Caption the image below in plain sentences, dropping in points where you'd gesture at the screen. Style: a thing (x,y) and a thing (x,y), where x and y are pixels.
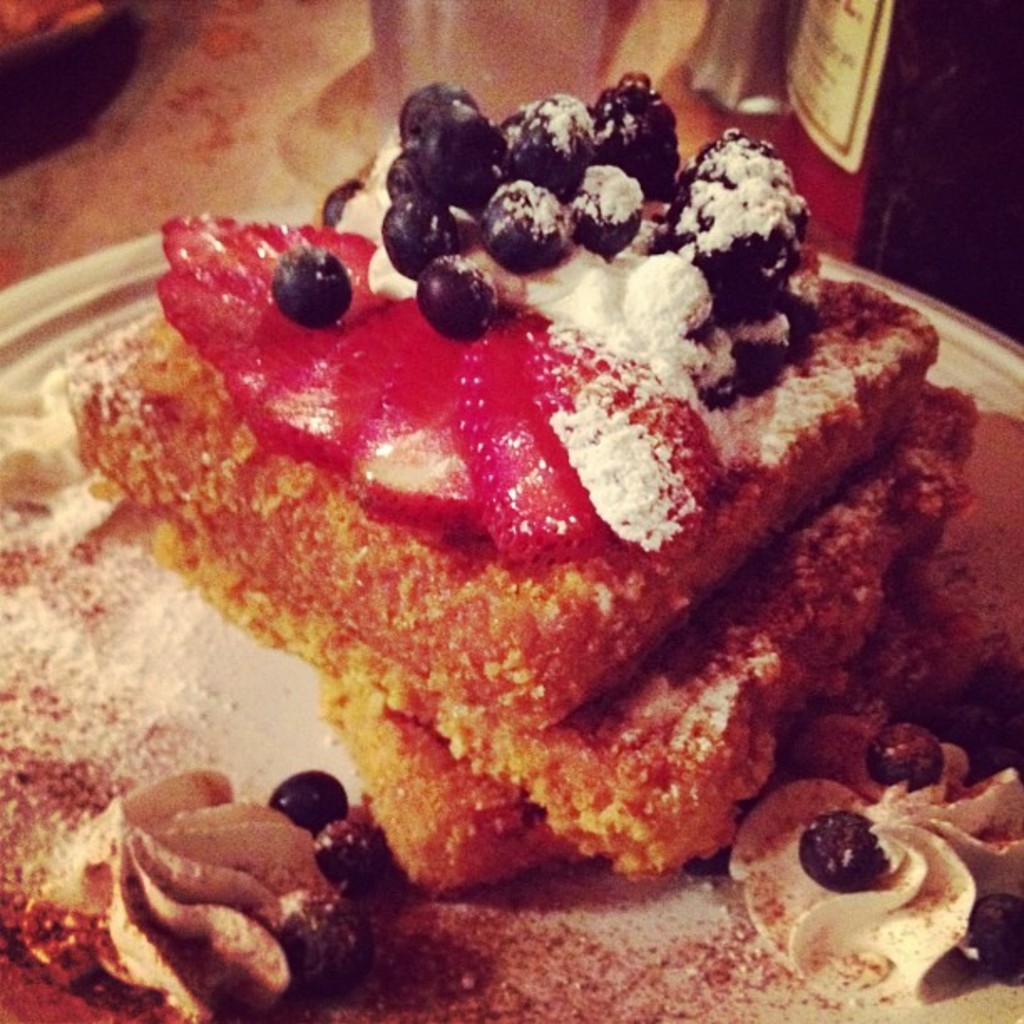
In this image there is a food item (296,483) on the plate (51,508).
